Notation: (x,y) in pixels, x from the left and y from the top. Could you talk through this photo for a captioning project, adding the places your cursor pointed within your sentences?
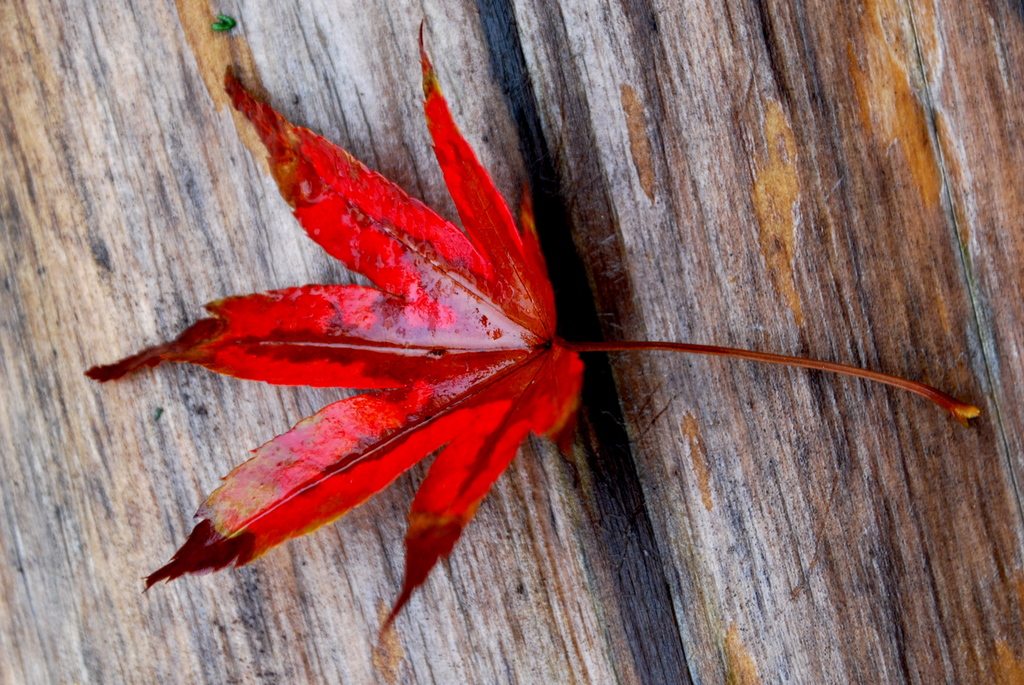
In this picture I can observe red color leaf (332,334) placed on the wooden surface (122,227).
